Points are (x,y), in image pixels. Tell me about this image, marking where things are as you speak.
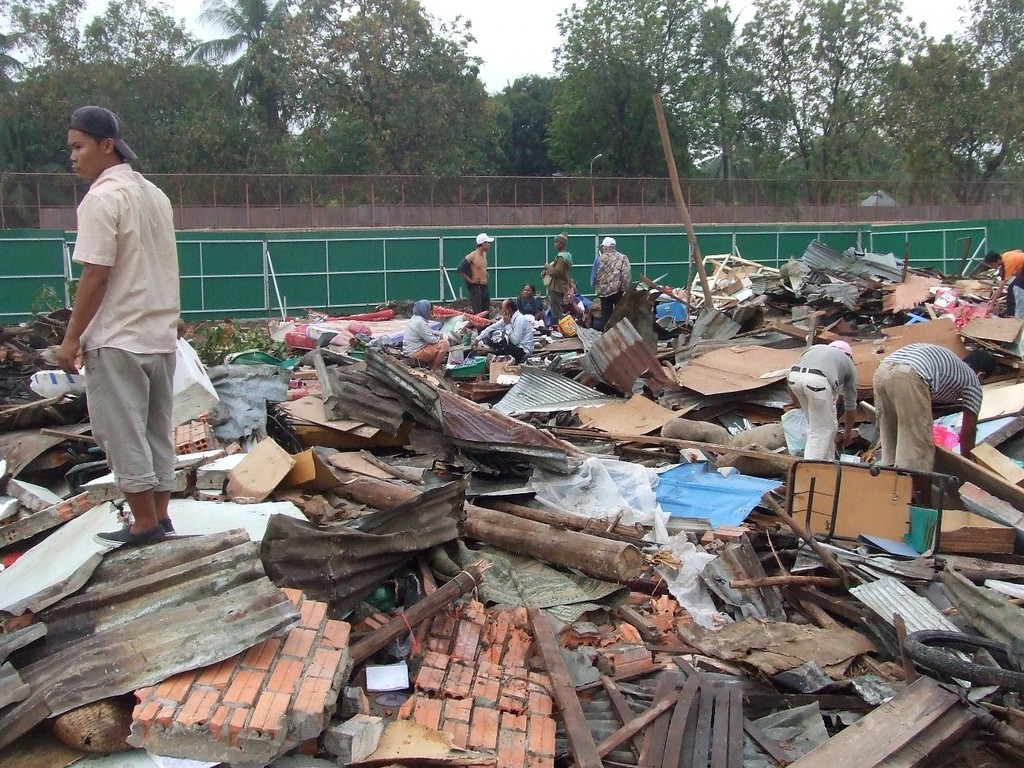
In the foreground of the picture (810,311) there are people (66,354) and there is scrap (604,350) due to collapse of building (683,337) or houses (295,399). In the center of the picture (349,264) there are fencing (371,217), railing (448,204) and pole (665,132). In the background (458,70) there are trees (590,99).
